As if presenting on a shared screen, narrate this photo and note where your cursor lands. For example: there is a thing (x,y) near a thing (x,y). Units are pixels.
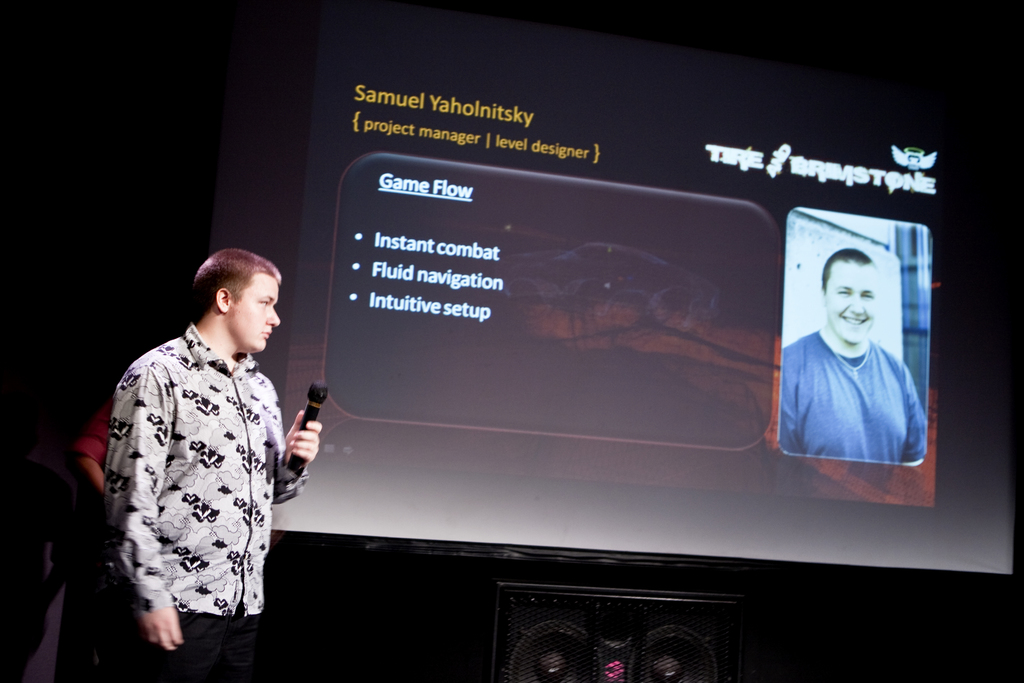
This man (246,395) is standing in-front of this screen (777,269). On this screen (690,124) there is a photo (900,330) of a person (834,326). This man (263,415) is holding a microphone (308,423). Under this screen (711,482) there is a speaker (683,616).
